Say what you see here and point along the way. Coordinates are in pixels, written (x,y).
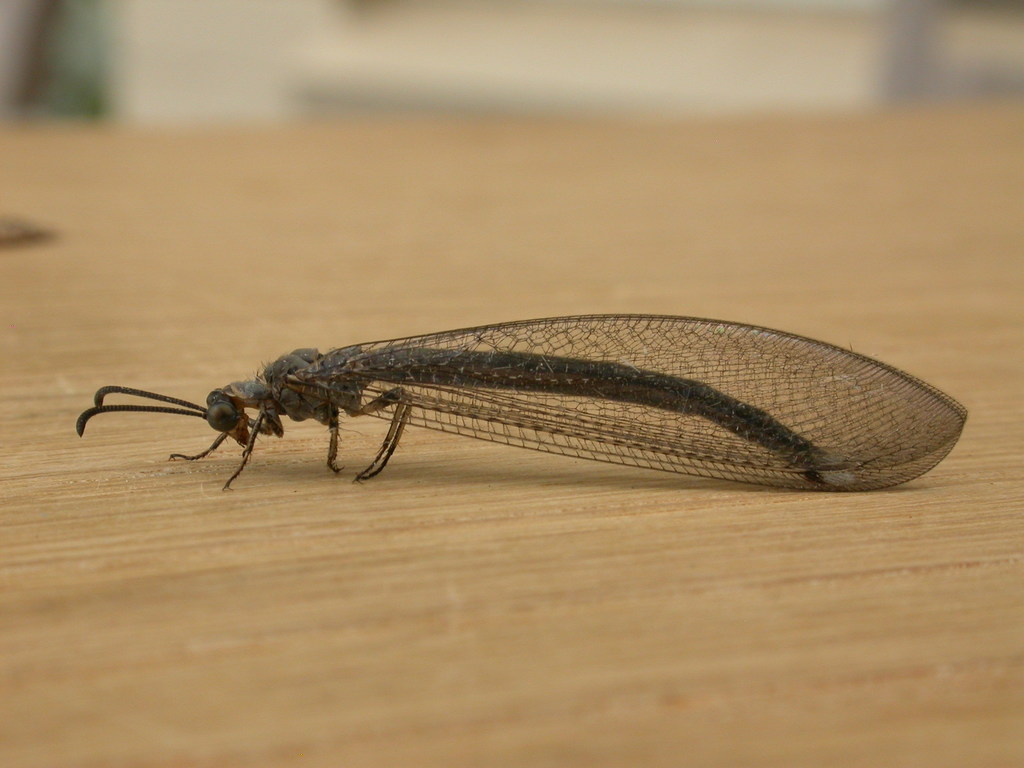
In the middle of this image (637,364), there is an insect (249,425) having wings (628,327) and legs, on a wooden surface (308,470). And the background (146,19) is blurred.
